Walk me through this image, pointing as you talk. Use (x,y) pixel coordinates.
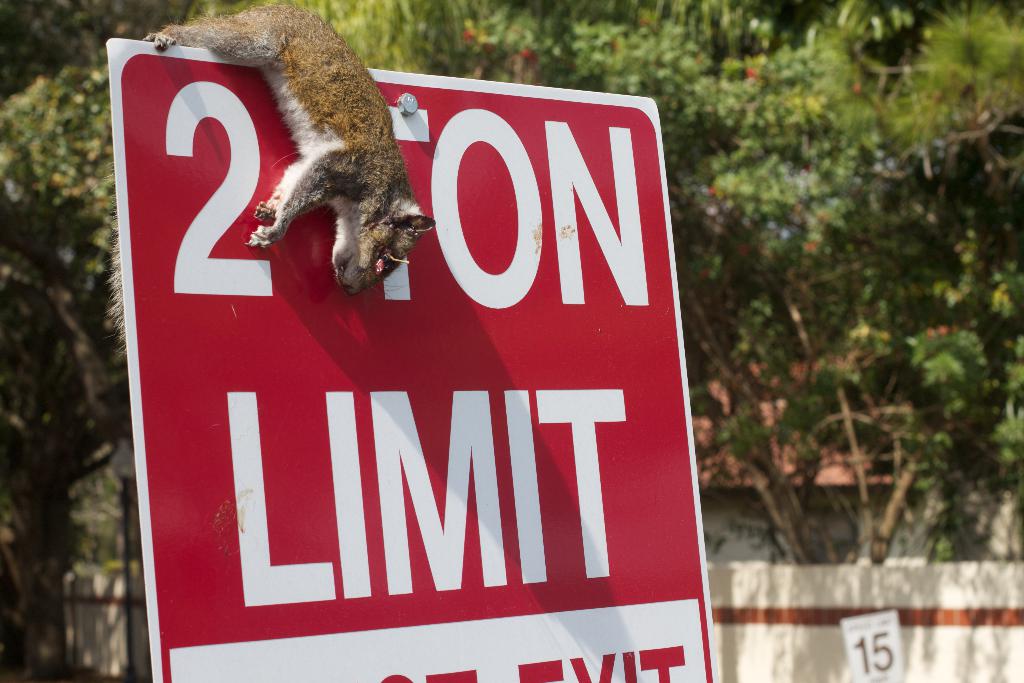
In the foreground (369,456) I can see a board (422,488) and an animal (359,102) is hanging on it. In the background (909,365) I can see trees (912,443), fence (988,591), pole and house (874,483). This image is taken may be during a day.
